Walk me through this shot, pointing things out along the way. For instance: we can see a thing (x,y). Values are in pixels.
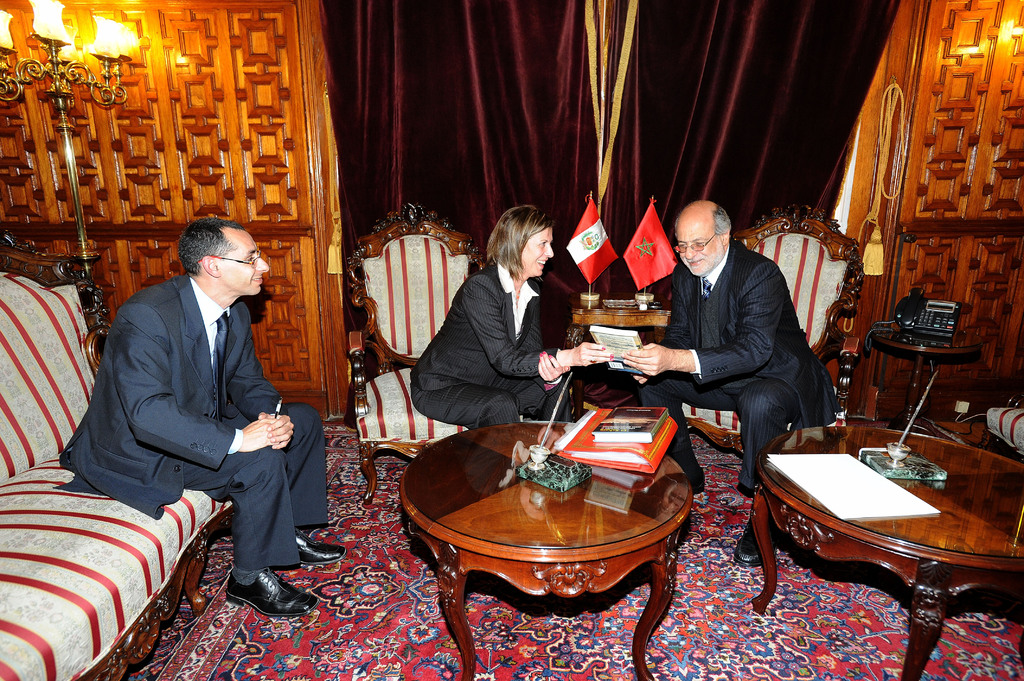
This is the picture of three people (761,284) sitting on the chairs (64,349) in front of the table (444,496) on which there are some books (632,422) and around them there are curtains (400,48) and lamps (119,59) and there are two flags (609,240) on the desk (604,324).
